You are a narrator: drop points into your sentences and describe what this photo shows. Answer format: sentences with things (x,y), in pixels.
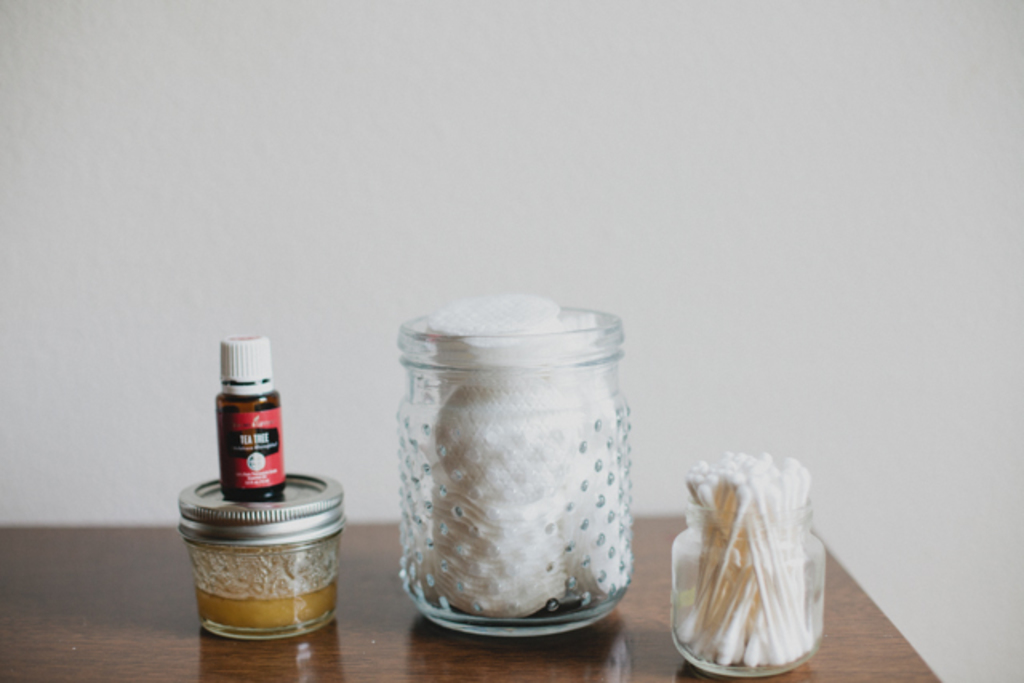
In this image there are two jars (520,479) one with cotton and other jar (806,511) with earbuds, beside them there are bottles (306,609) one over the other on a table (42,608).
